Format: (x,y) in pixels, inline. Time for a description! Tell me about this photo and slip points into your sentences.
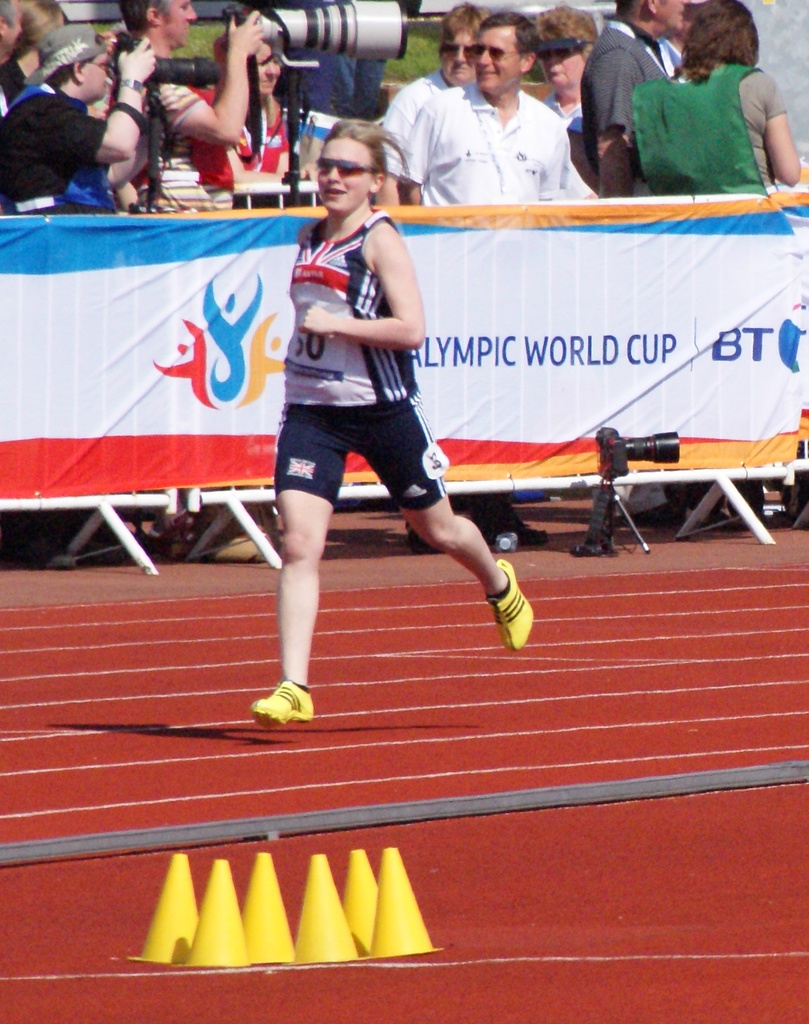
In this image we can see one woman (316,461) running in a race, one banner (84,445) attached to the fence (653,233), grass (209,34) on the ground (202,27), some poles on the surface (413,871), some objects (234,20) on the surface (139,909). Some people (752,146) are standing and holding some objects (195,74).
